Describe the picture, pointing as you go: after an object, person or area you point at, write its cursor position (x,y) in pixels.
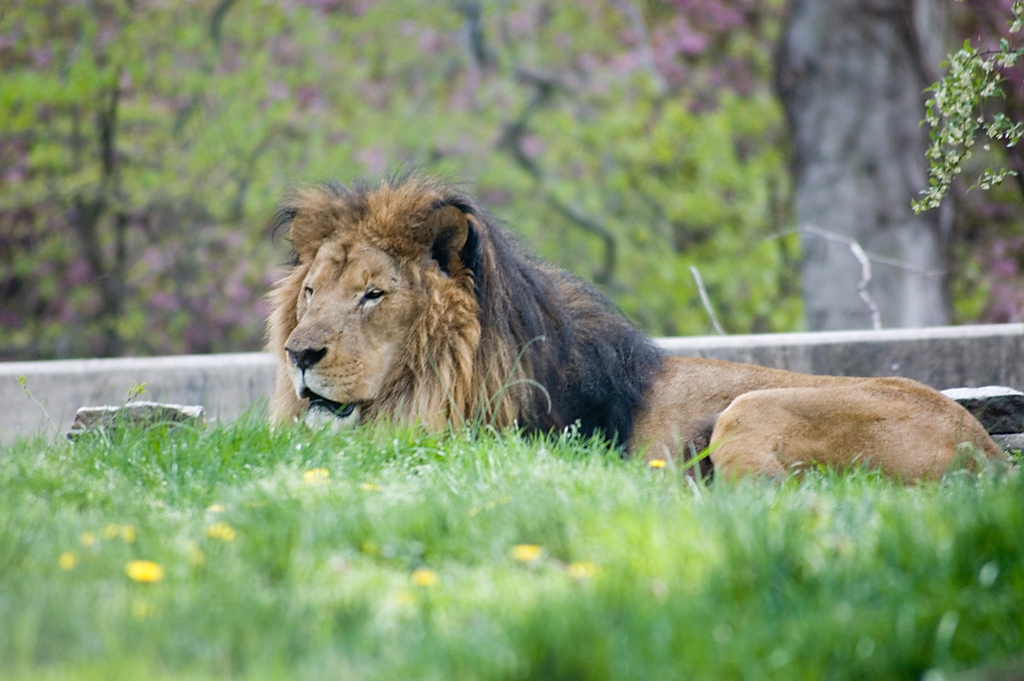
In the center of the image (499,357) we can see a lion (755,451). At the bottom (549,481) there is grass (656,609). In the background (860,27) there are trees (833,154).
